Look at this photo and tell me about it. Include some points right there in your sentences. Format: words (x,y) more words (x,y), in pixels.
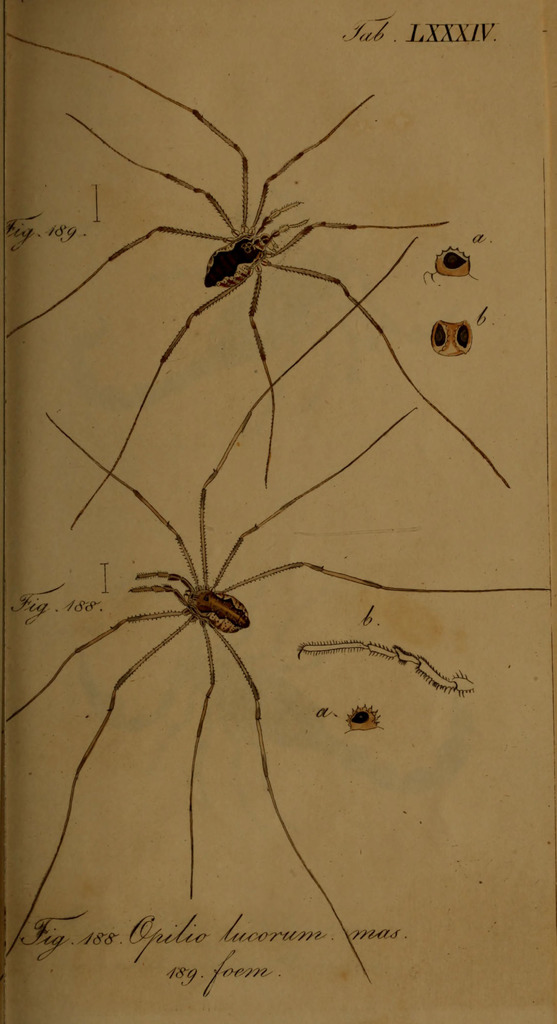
In this picture there are two spiders (211,592) and there is something written above and below it.
